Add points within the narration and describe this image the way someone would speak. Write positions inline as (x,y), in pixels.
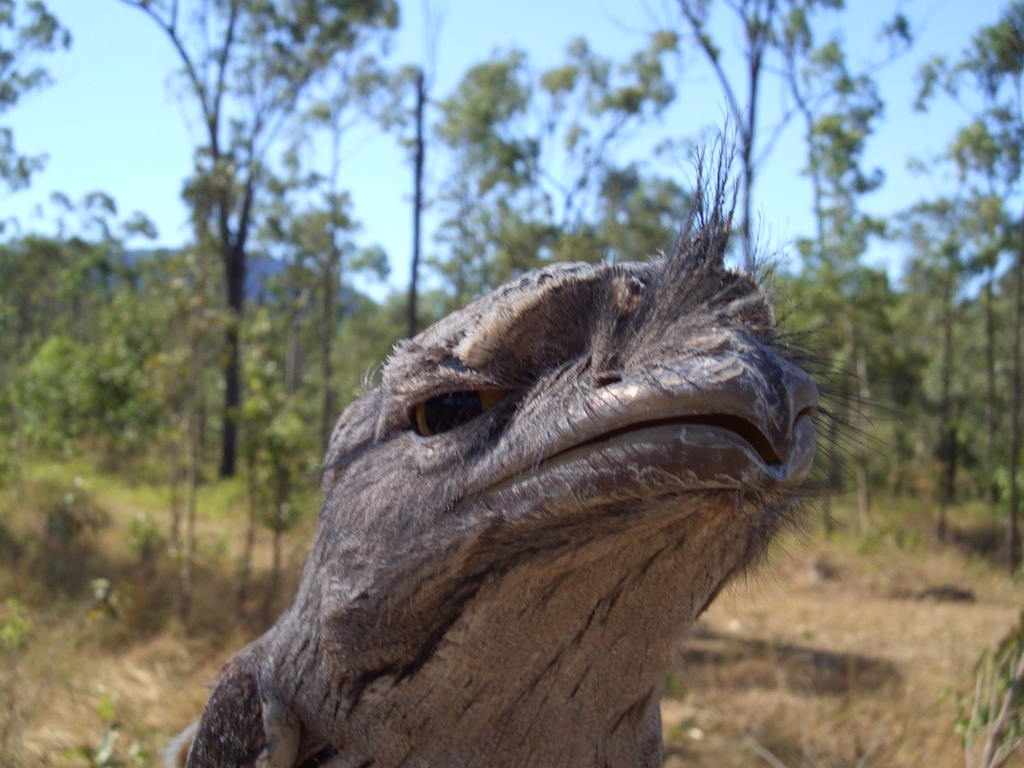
In the center of the image (566,398) an animal (533,427) is there. In the background of the image (335,300) trees (233,282), hills (267,266) are there. At the top of the image (671,101) sky (766,110) is there. At the bottom of the image (867,654) ground (917,585) is there.
